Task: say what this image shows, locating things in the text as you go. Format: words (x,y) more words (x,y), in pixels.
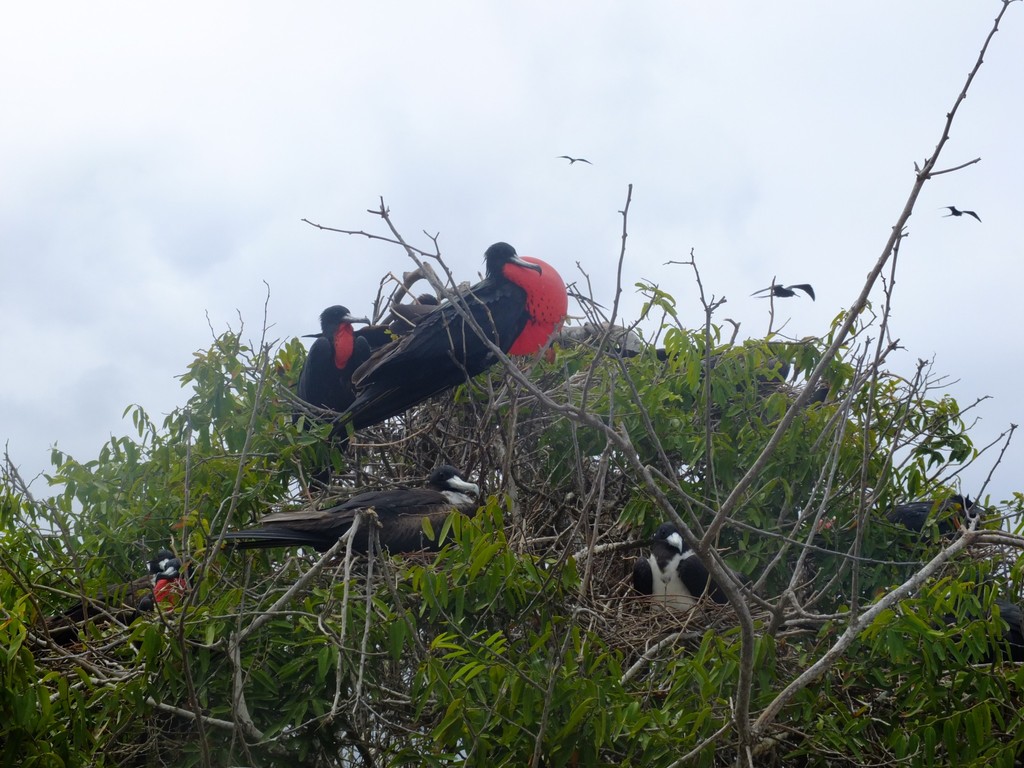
In this image there are birds (345,398) in the nests (435,441) on a tree (506,422) with leaves (644,390) and branches (475,378).
